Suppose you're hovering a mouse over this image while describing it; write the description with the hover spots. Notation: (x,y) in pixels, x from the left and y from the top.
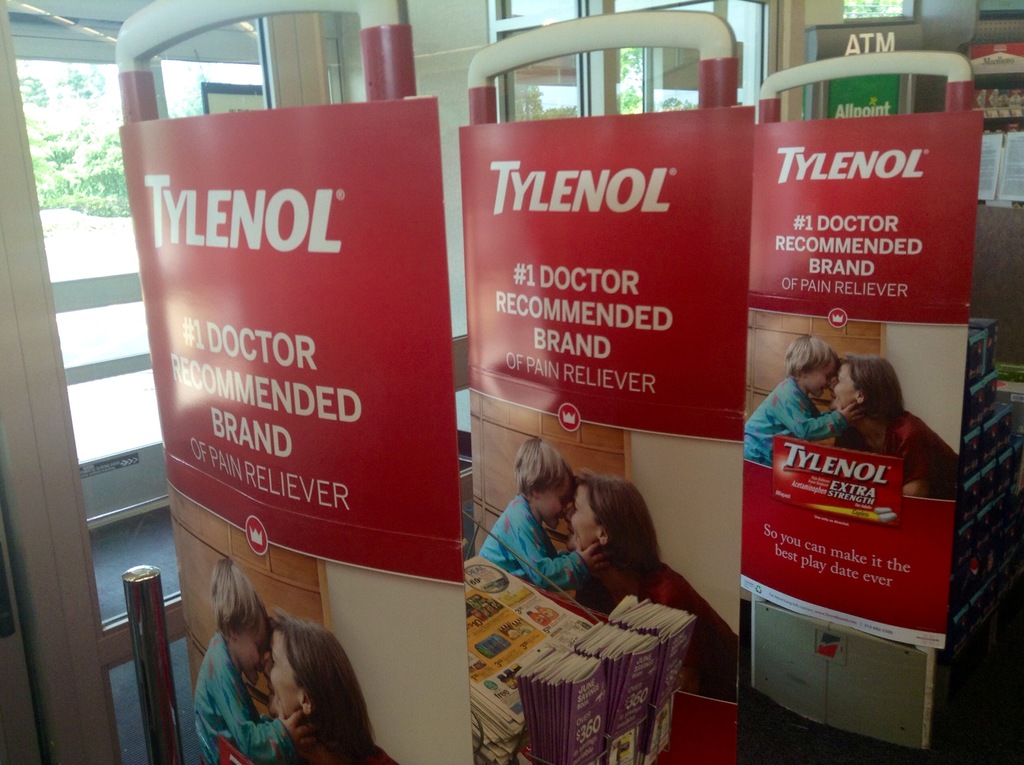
In this picture we can see a few banners (531,298). In these banners (494,467), we can see an image (634,543) of a woman (634,543) and a child (254,738). There is some text (329,383) on these banners (314,695). We can see some books (534,664) and newspapers (514,746). There are a few boxes (973,328) and other objects (848,81) in the background (1022,98). We can see a glass (106,124). Through this glass (60,76), we can see a few trees (60,76) in the background (627,107).
